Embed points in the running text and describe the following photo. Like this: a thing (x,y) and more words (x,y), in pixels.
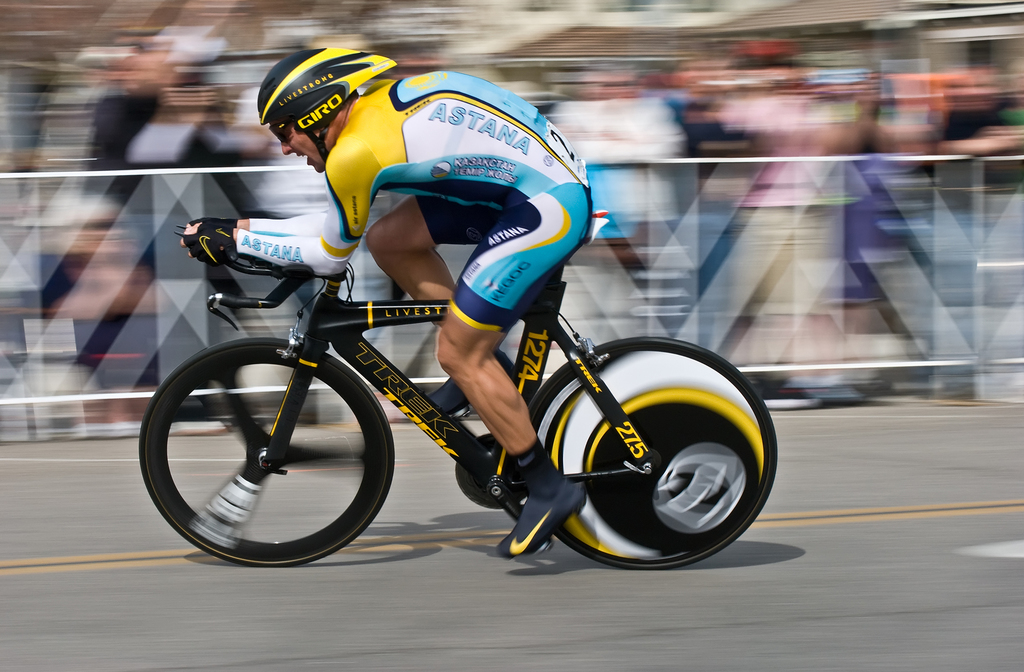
In this image I can see a man (259,253) is sitting on a black colour bicycle (379,322). I can see he is wearing sports wear (309,255), shoes (522,534), gloves (197,220), shades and a helmet (338,97). On his dress (460,127), on his helmet (306,109) and on the bicycle (389,361) I can see something is written. I can also see this image is little bit blurry in the background (449,255).
